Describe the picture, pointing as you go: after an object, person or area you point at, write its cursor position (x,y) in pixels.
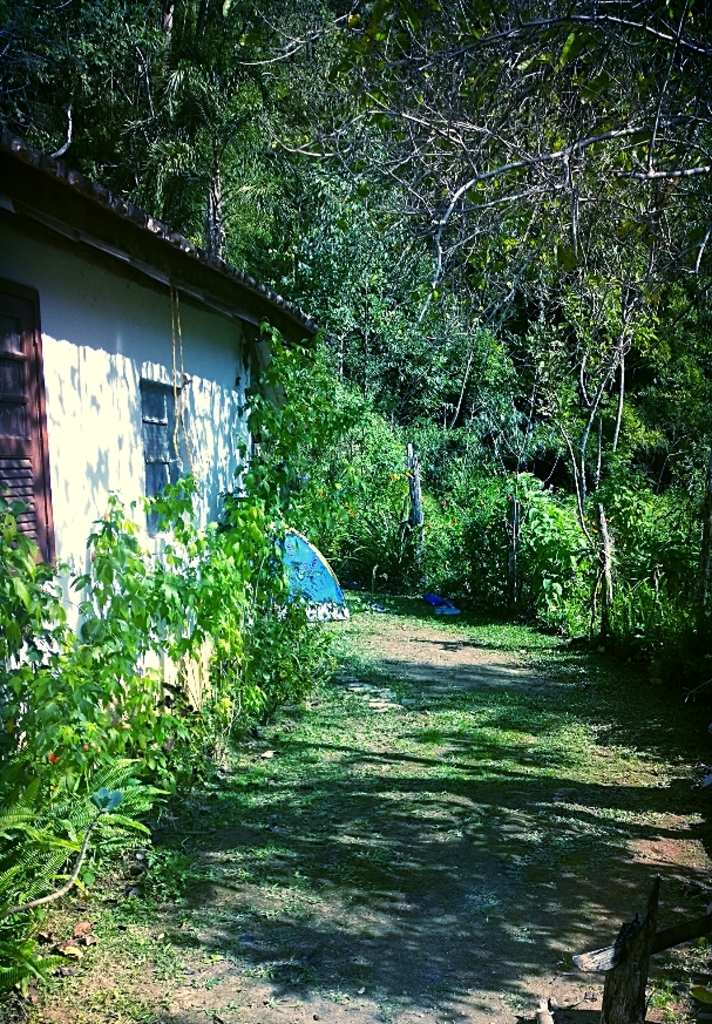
In this image I can see the ground (428,853), some grass (478,833) on the ground (461,726), few plants (235,709) which are green in color and a house (140,375) which is white, brown and black in color. I can see a blue colored object (294,530) and few trees (234,240) in the background (488,475).
